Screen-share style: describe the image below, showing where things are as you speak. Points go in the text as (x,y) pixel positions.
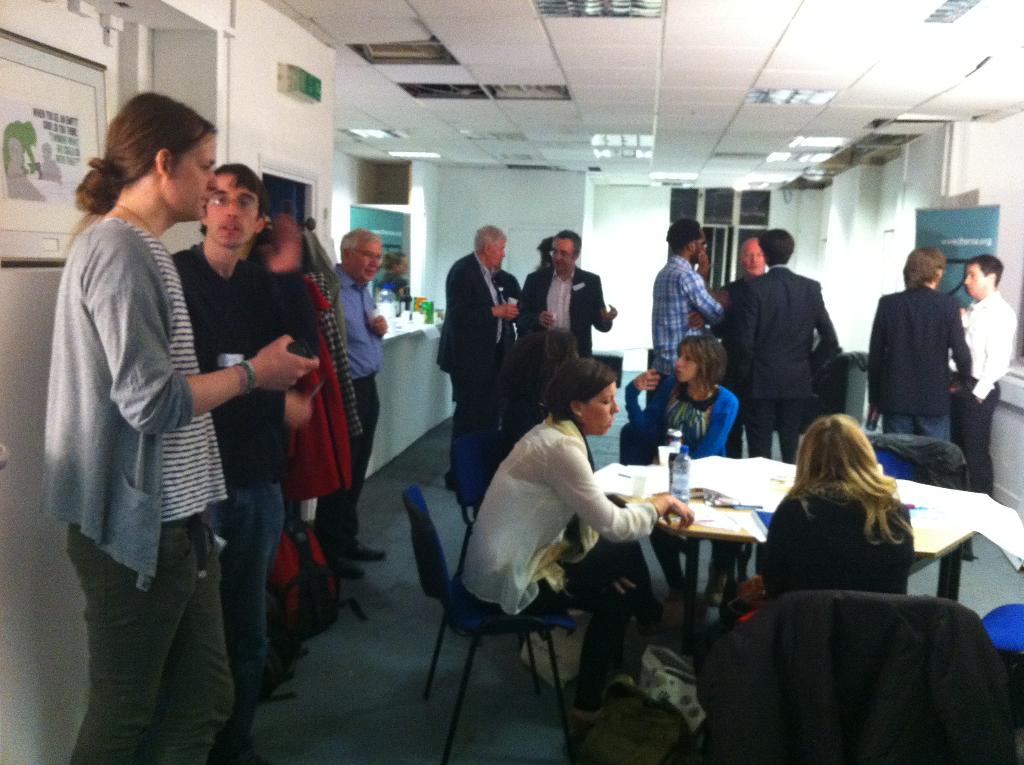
In this image we can see the people (109,501) standing on the floor (464,754). We can also see three women (512,522) sitting on the chairs (488,623) in front of the table (726,537) and on the table (738,504) we can see the bottle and some other objects (767,483). We can see the frame (85,161) attached to the wall (32,509). We can also see the banners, board (304,71), door (724,225) and also the ceiling (727,69) with the lights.
